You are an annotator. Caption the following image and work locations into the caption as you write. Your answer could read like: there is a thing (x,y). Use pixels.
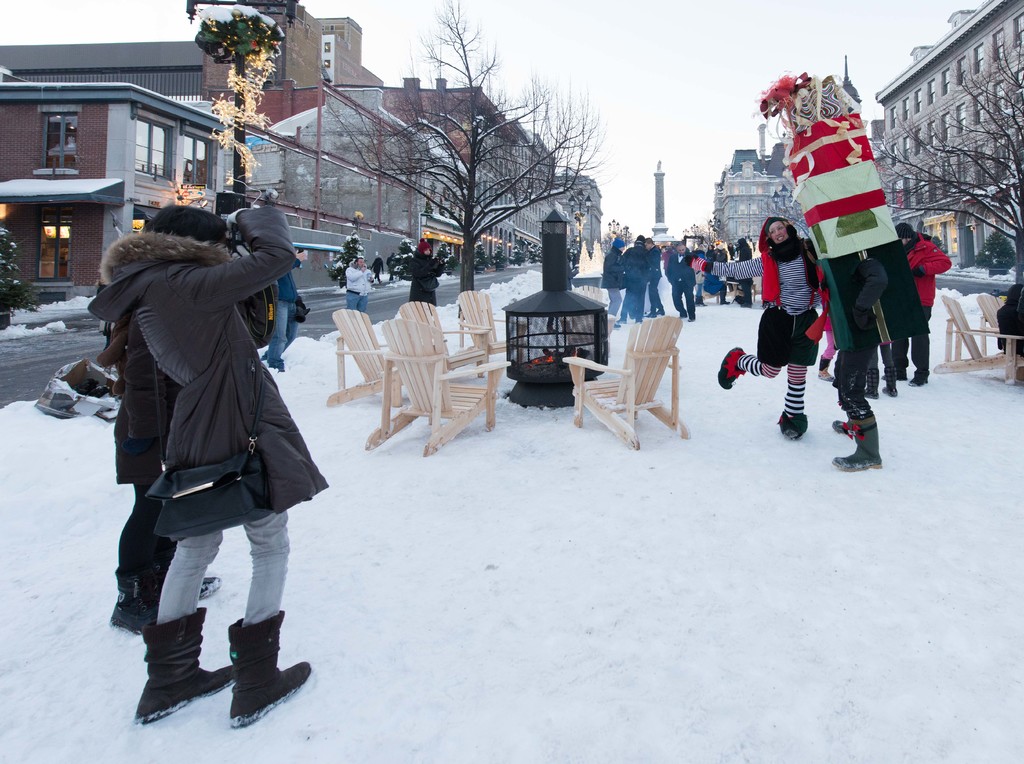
There are chairs (655,320), trees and a group of people (288,266) are present on a snow surface (498,429) as we can see in the middle of this image (361,376). There are buildings (344,182) in the background (281,189) and the sky (579,36) is at the top of this image (654,63).
